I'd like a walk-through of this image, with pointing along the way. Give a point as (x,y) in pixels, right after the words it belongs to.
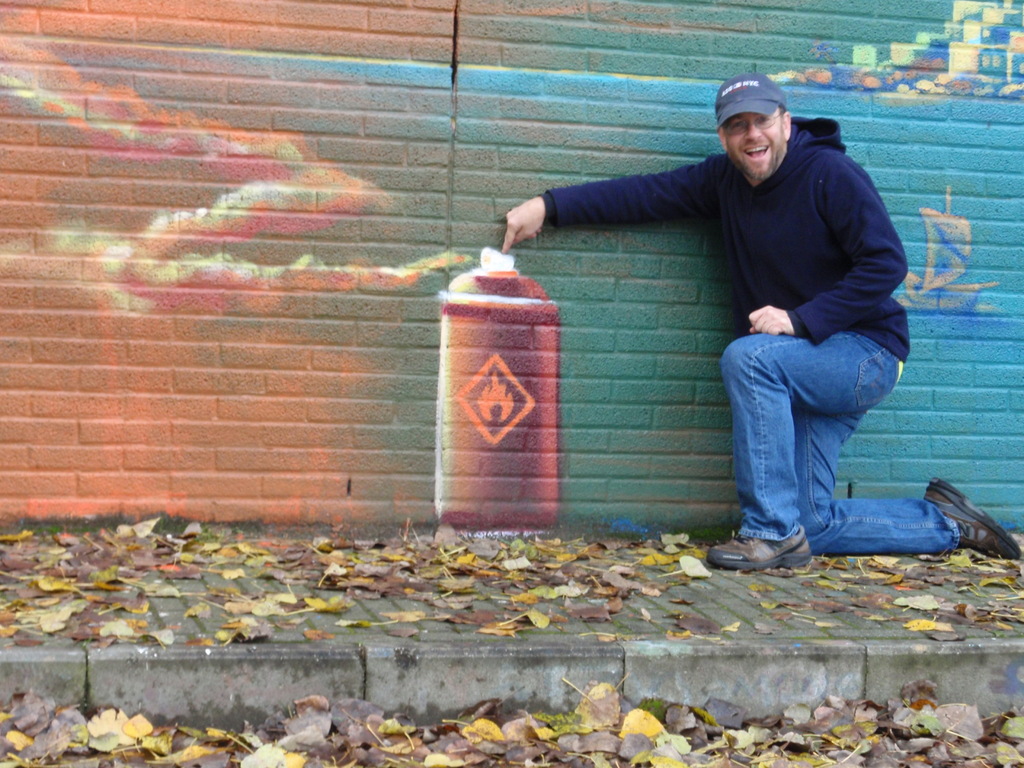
In this image we can see sidewalk (776,647). There is a person (757,538) on the right side (766,553). And there is a painting (493,185) on the wall (441,241) in the background (441,241).
